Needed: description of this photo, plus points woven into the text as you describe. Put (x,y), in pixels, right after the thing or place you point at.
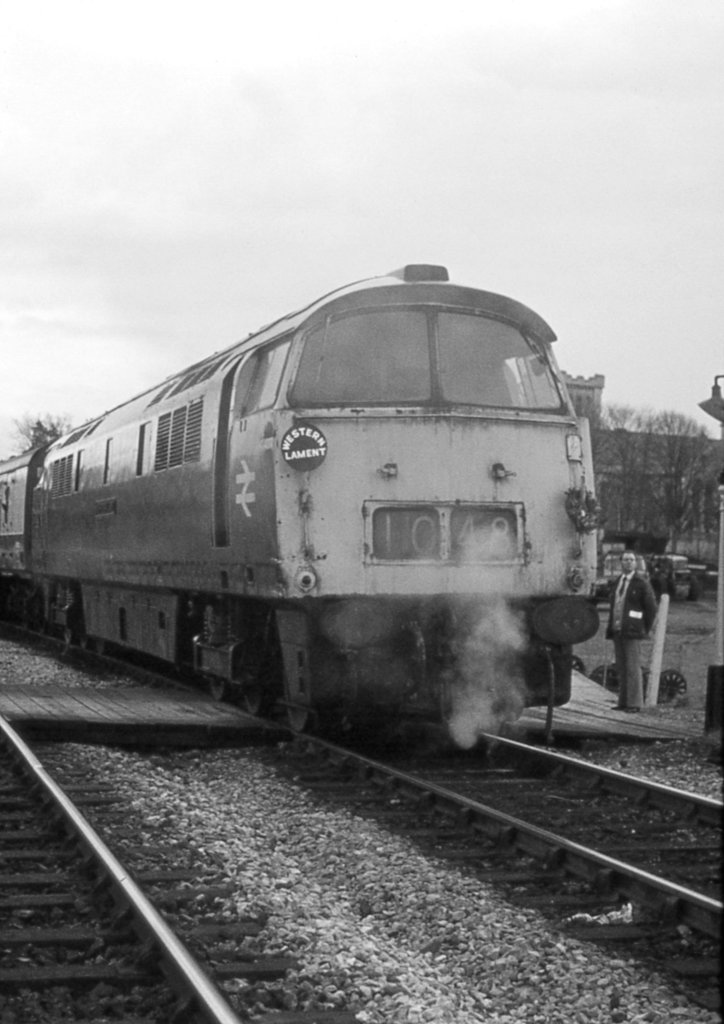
In this image we can see a train (444,691) on the track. In the background (609,513) there are trees (659,463), building (591,389) and sky (395,200). At the bottom (63,859) we can see railway tracks (650,814).
